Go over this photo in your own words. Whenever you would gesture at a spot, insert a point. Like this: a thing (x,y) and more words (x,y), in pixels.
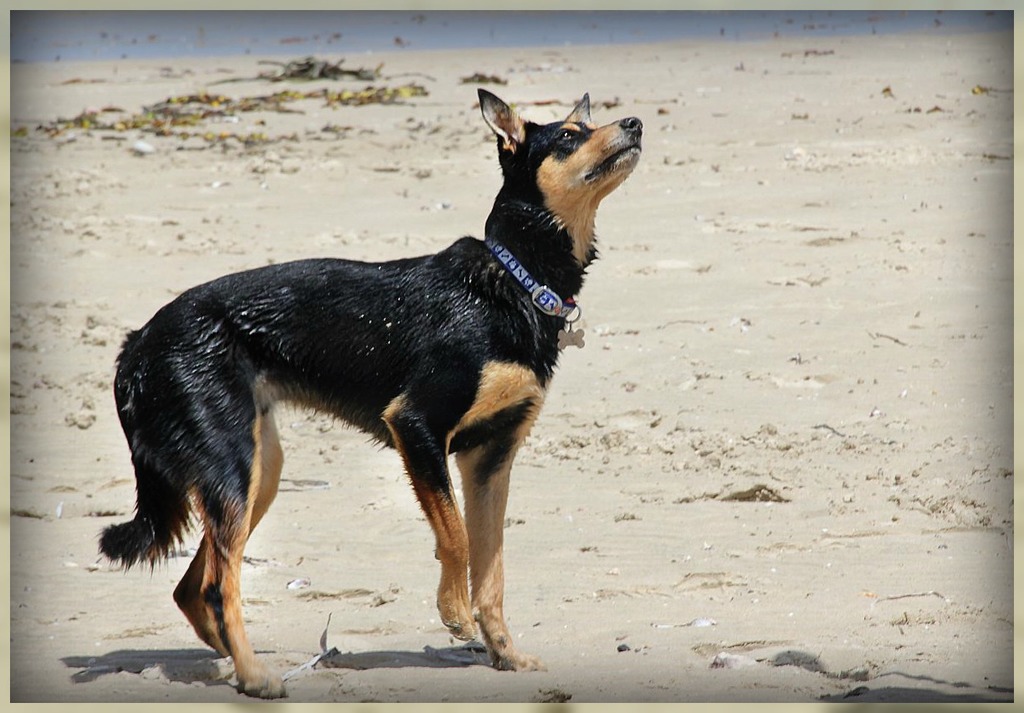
There is a black and brown dog (441,380) with a collar (543,286) on the neck (536,263) is standing on the sand (574,533).
